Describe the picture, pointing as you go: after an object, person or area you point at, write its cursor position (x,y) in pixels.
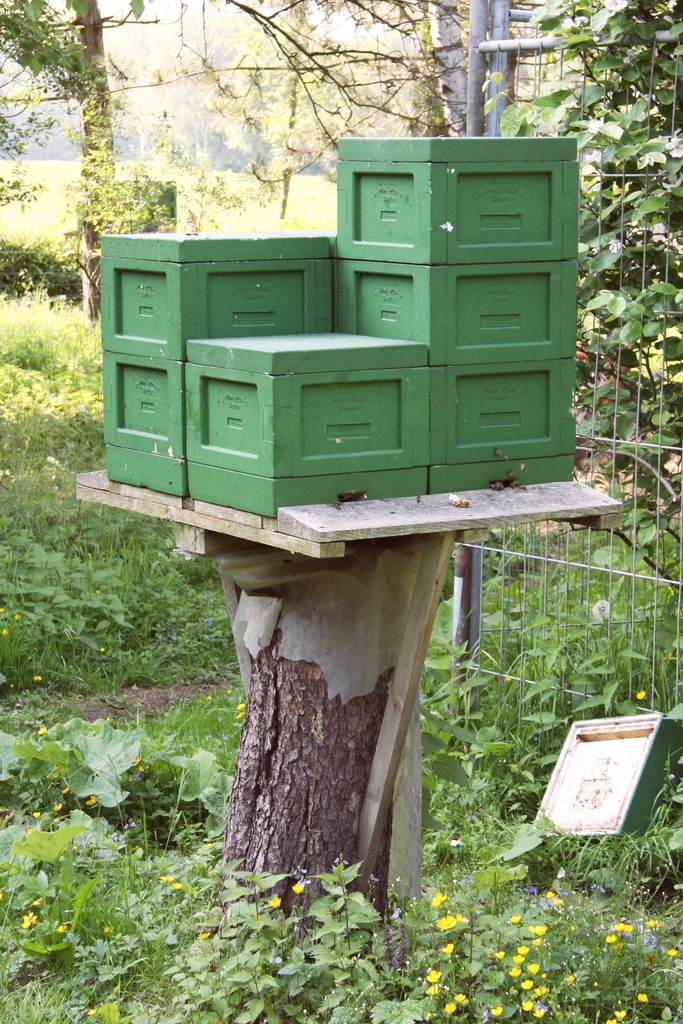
Here in this picture we can see a trunk of tree (266,634), on which we can see a wooden plank (353,517), on which we can see wooden boxes (264,330) present over there and we can see plants (114,879) and trees (89,155) present on the ground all over there.
